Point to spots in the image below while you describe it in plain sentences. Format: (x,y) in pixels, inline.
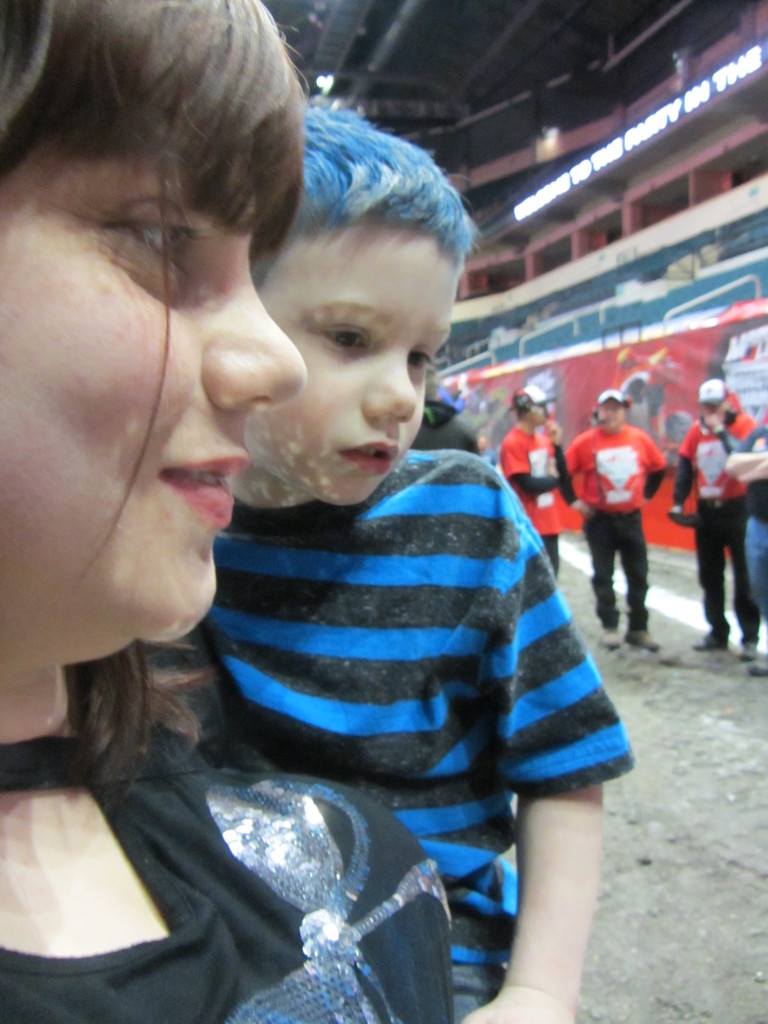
This image show about the woman (217,454) holding a small boy (315,652) wearing a black and blue color t-shirt (385,617) looking on right side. Behind we can see three people (708,544) wearing red color t shirt (640,487) and black jeans (641,556) is talking to each other. In the background (658,264) there a stadium building (567,280).
